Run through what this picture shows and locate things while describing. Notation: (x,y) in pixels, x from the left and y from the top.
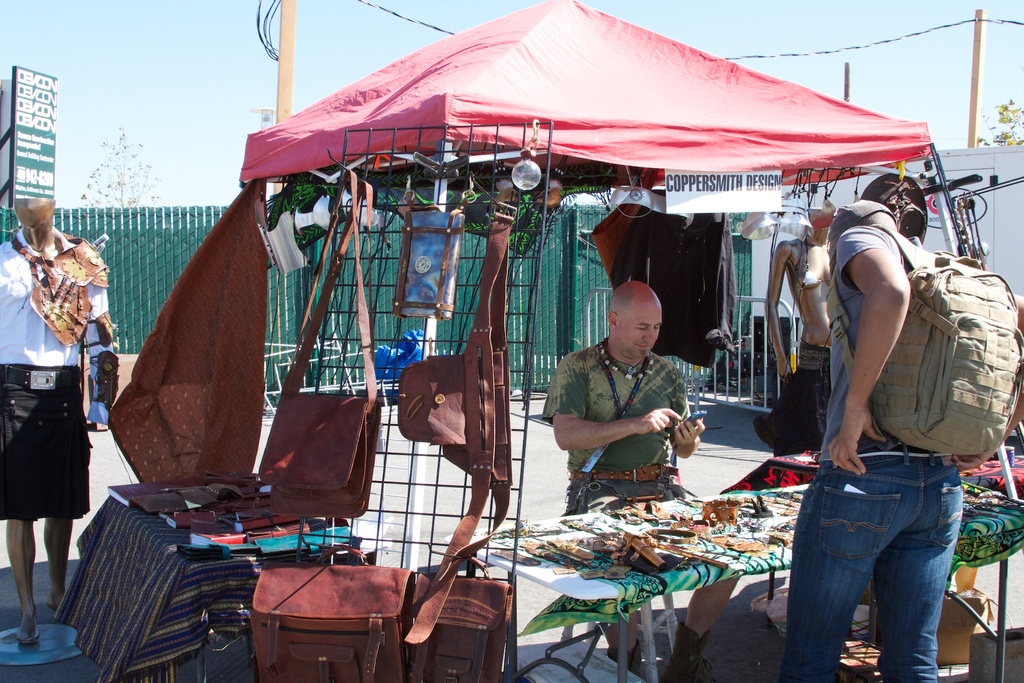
In this picture we can see a man (669,406) sitting in front of a table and operating mobile phone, on the right side (908,404) we can see a person (899,317) carrying a backpack (899,380) on the left side (95,314) we can see a mannequin (91,381), in the background (132,287) there is a fencing (160,221) and we can see a hoarding (35,166) and also can see a Sky (180,92), in front (556,81) there is a tent (564,93).
